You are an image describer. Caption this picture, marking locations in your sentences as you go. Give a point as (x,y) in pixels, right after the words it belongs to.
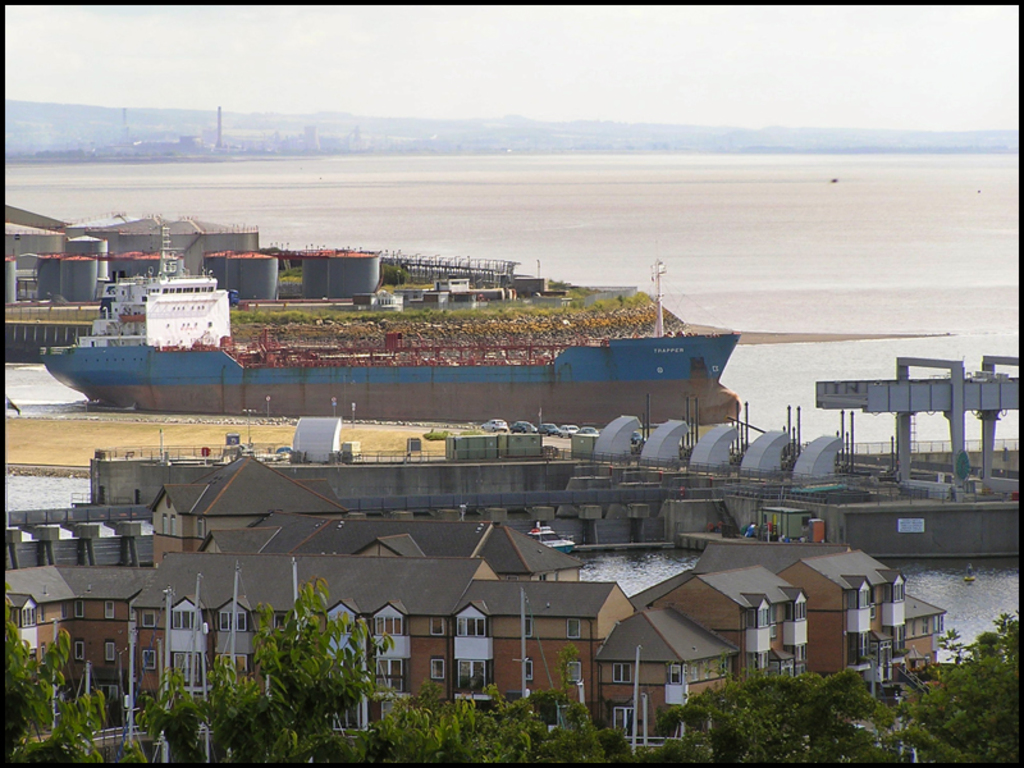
In this image we can see the sea (852,158). We can see the sky (699,110). There are few buildings (559,567) in the image. There are few poles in the image. We can see few vehicles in the image. There are many trees (526,721) at the bottom of the image (578,721). There is a watercraft (586,353) in the image.
